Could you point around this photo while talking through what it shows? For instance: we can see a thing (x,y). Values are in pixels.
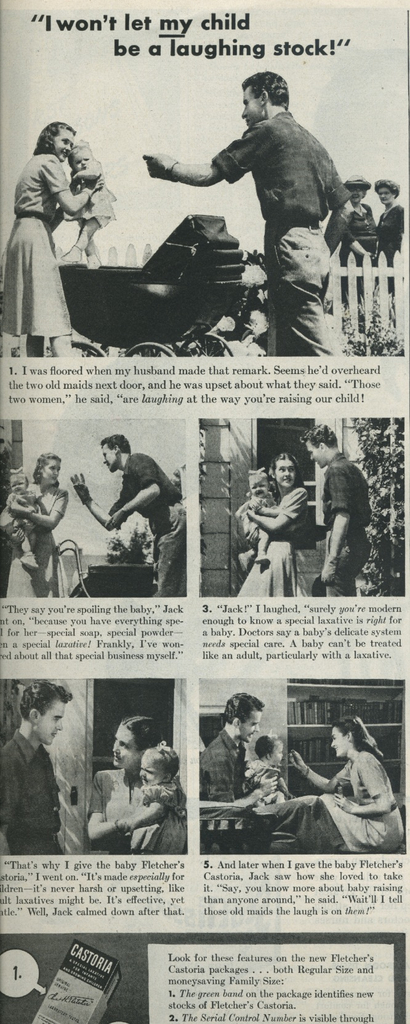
This image consists of a newspaper (208,465). In which we can see the pictures (170,276) of a man (304,197), woman (27,222) and a kid (156,773) along with text (162,643).
